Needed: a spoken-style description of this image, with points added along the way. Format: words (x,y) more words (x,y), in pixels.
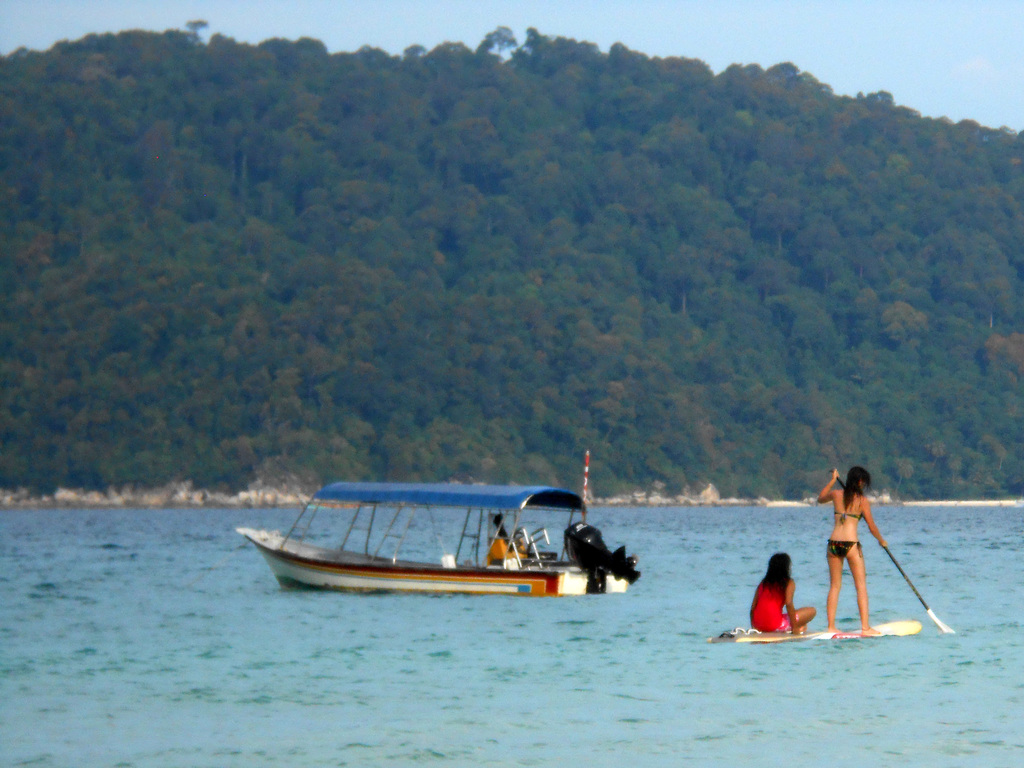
In the middle of the image (522,494) there is a boat (595,586) floating on the water (485,703). On the right side of the image (827,500) two people (788,608) are on surfboard (731,641), among them one person (848,530) is holding a paddle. In the background of the image (907,181) there are trees (298,76) and sky (810,28).
